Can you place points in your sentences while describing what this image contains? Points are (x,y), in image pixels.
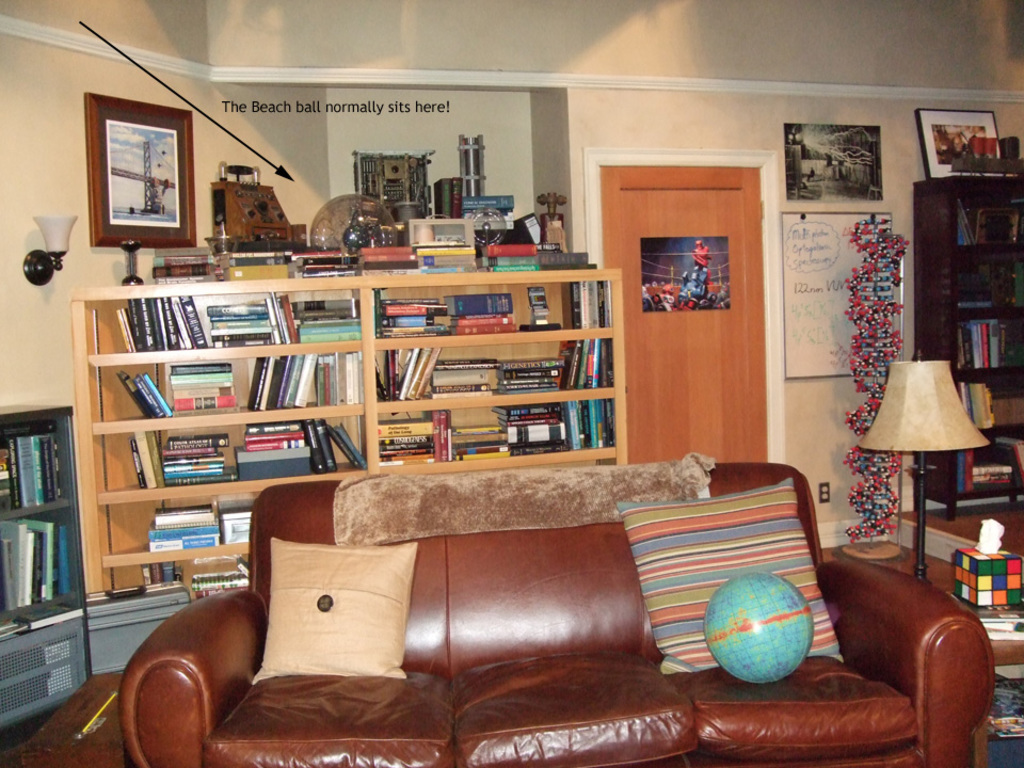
The picture is like a living room (279,520). In the foreground (609,617) there is a couch (377,692), on the couch (385,682) there are two pillows (652,566) and one globe (756,611) on it. On the right (964,561) there is a cube (983,586) and a lamp (901,427). On the right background (994,199) there is a bookshelf (979,243) and above the bookshelf (981,200) there is a frame (959,127). And the background (820,261) on the wall (805,85) there is a board (805,279), in the middle of the background (693,388) there is a door (676,335) and mostly in the background (335,308) there is bookshelf (105,400) containing many books (447,369). On the bookshelf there are few other objects (236,199) and a frame (143,175). On the left side of the wall (24,240) there is a lamp (56,239). And the wall (547,43) is painted in light brown color.
